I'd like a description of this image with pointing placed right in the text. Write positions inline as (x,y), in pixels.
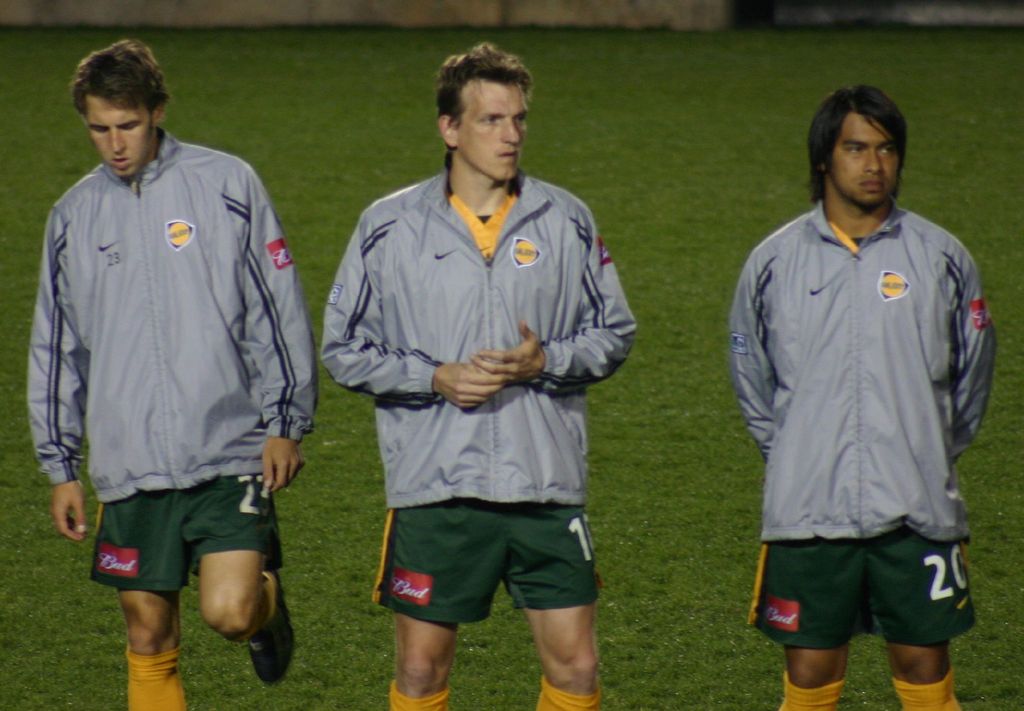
In this image, we can see three men (66,299) standing, they are wearing jackets (964,418) and shorts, we can see grass (667,457) on the ground (635,168).
